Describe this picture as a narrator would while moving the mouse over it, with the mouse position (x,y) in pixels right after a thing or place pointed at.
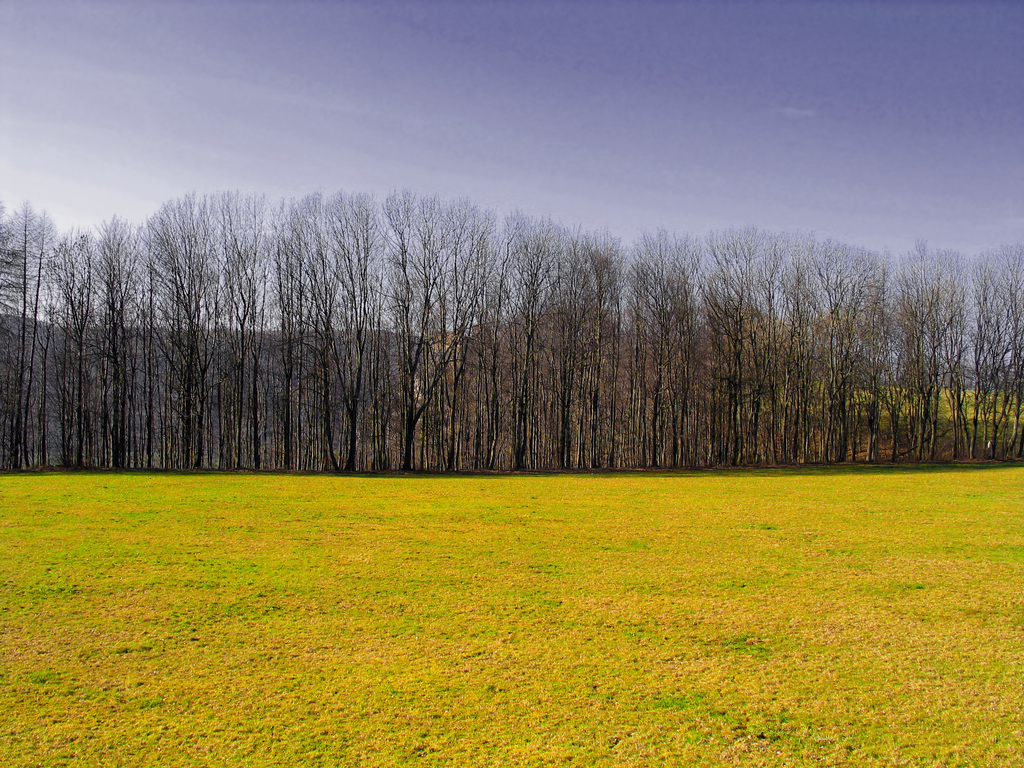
There is a field (528,520) in the foreground (479,581) and there are trees (552,383), mountains (469,340) and sky (673,168) in the background area (621,194).
